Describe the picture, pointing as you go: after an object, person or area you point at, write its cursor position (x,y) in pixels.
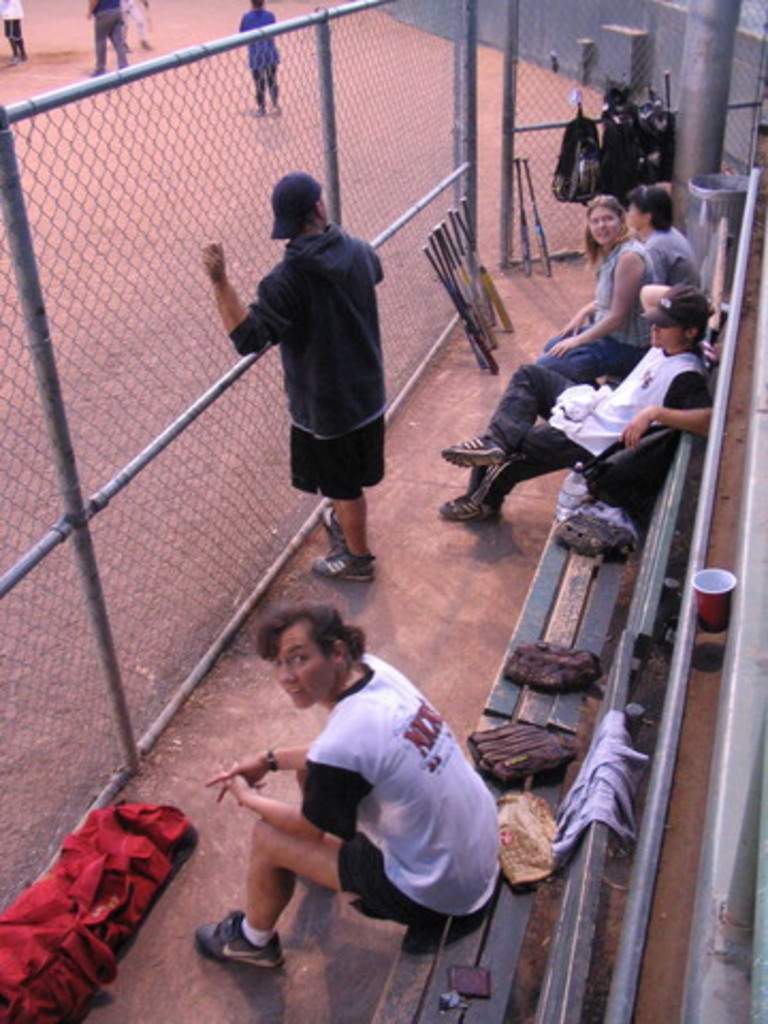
In this image we can see few persons (617,419) are sitting on a bench (554,702) and there are gloves (546,874), bottle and clothes (606,813) on the bench (569,563), bags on the ground (468,523), a person (331,518) is standing on the ground (301,559) at the fence (249,386) and there are bags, bats (539,230), dustbin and a cup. In the background (97,17) we can see few persons (100,34) are standing and walking on the ground (83,50).
